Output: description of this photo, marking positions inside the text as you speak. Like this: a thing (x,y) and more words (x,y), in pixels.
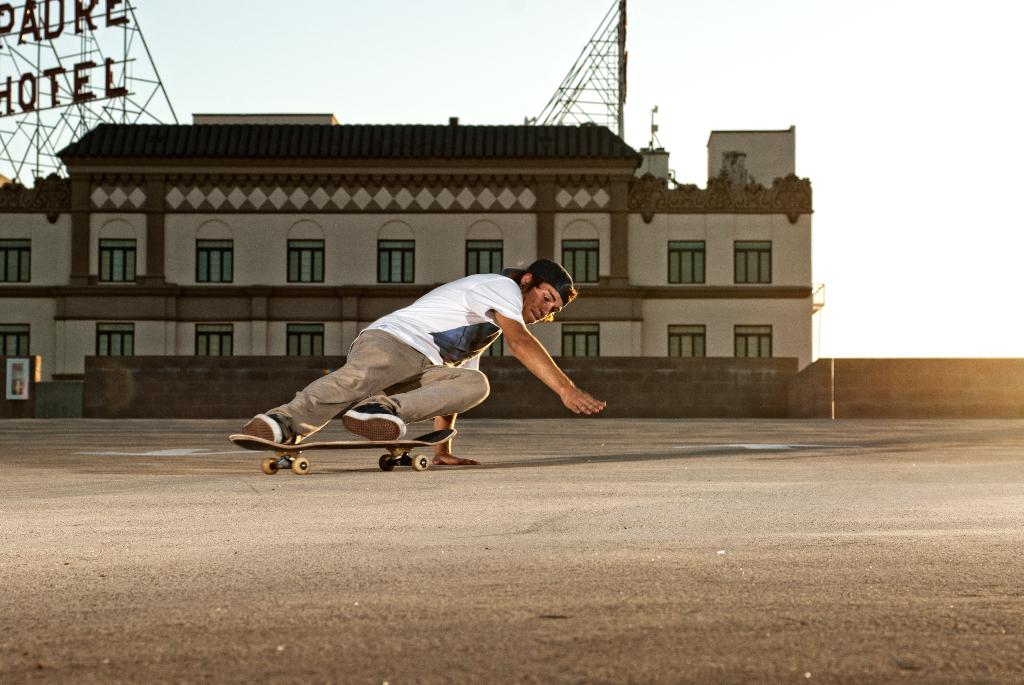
A man (389,383) is riding the board (391,449), there is a building (370,284) with the windows (471,272).
